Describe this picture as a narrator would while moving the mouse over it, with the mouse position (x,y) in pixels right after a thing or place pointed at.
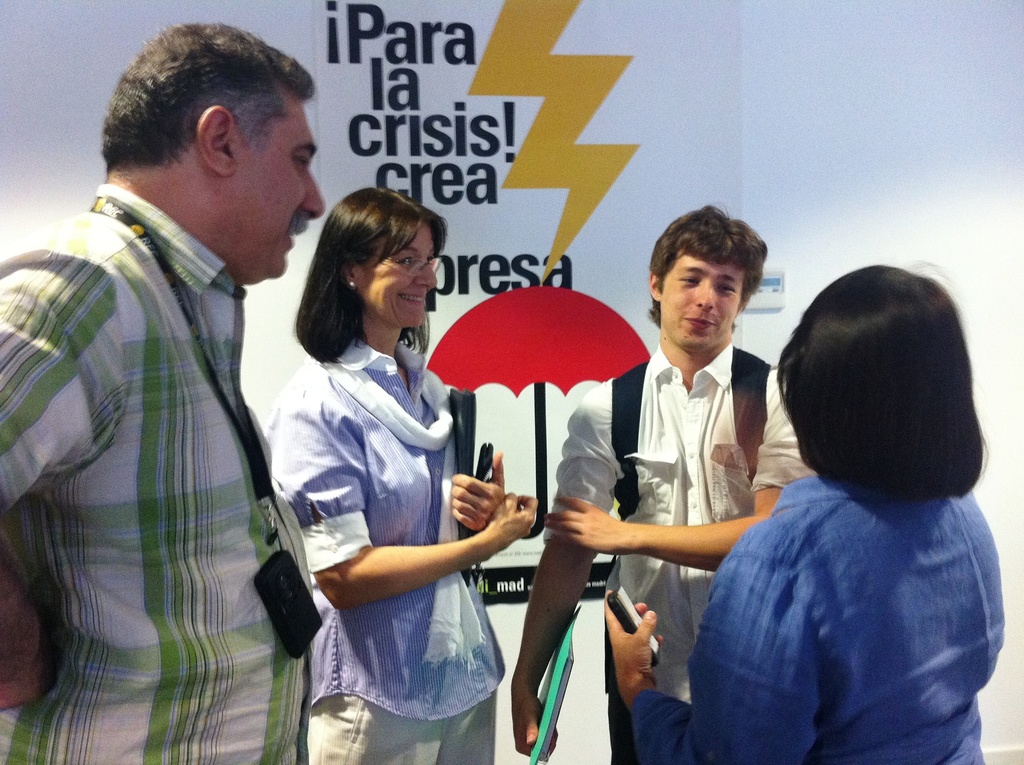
In this image we can see four persons (551,545). In the background (514,407) we can see a poster (537,239) on the wall (782,86). On the poster (634,187) we can see picture (628,329) of an umbrella (577,295) and text (478,171) written on it.
